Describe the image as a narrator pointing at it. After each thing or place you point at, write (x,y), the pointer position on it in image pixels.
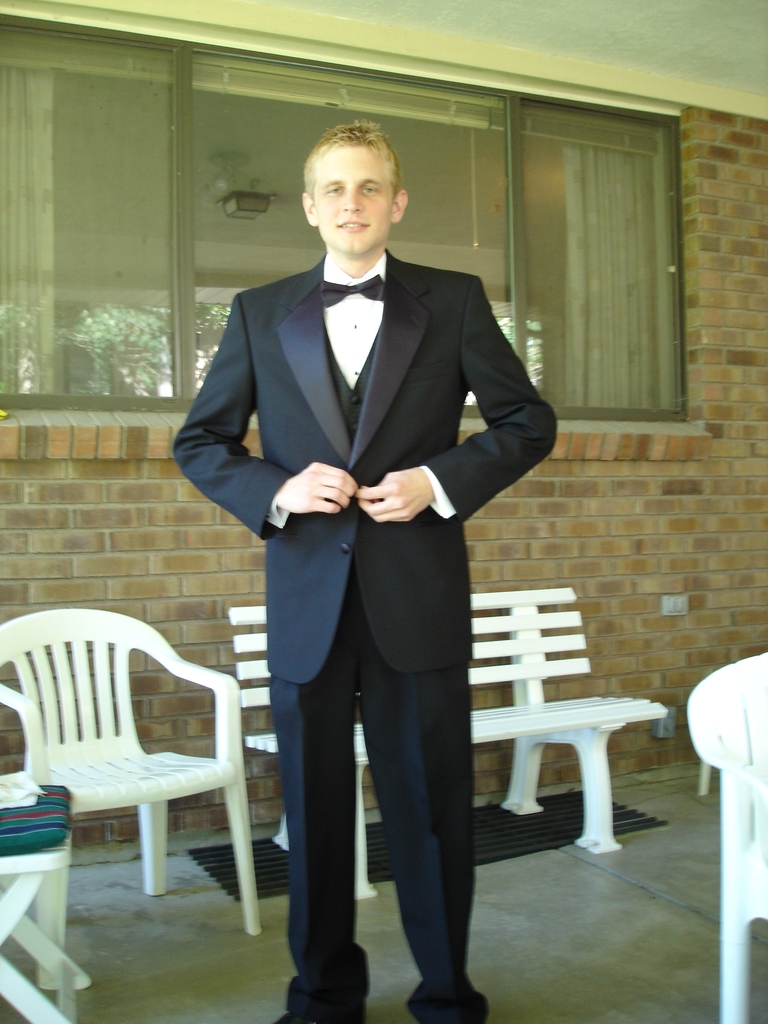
Here we can see a man (262,390) wearing a tuxedo (377,701) and behind him we can see a bench (621,723) and a chair (228,685) and there is a window (40,395) present.
